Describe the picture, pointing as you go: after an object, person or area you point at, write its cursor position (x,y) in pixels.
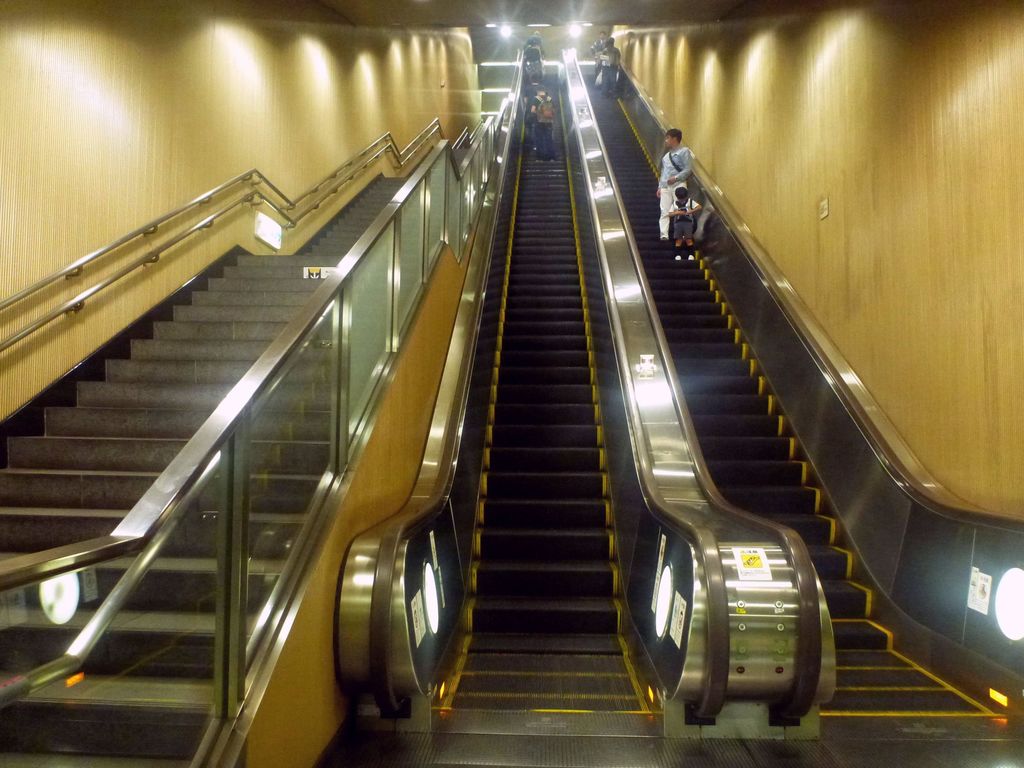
This picture was taken from inside. In this picture we can see escalator (586,417) and people (678,153) were on the escalator (625,144). At the background (577,23) there are lights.
